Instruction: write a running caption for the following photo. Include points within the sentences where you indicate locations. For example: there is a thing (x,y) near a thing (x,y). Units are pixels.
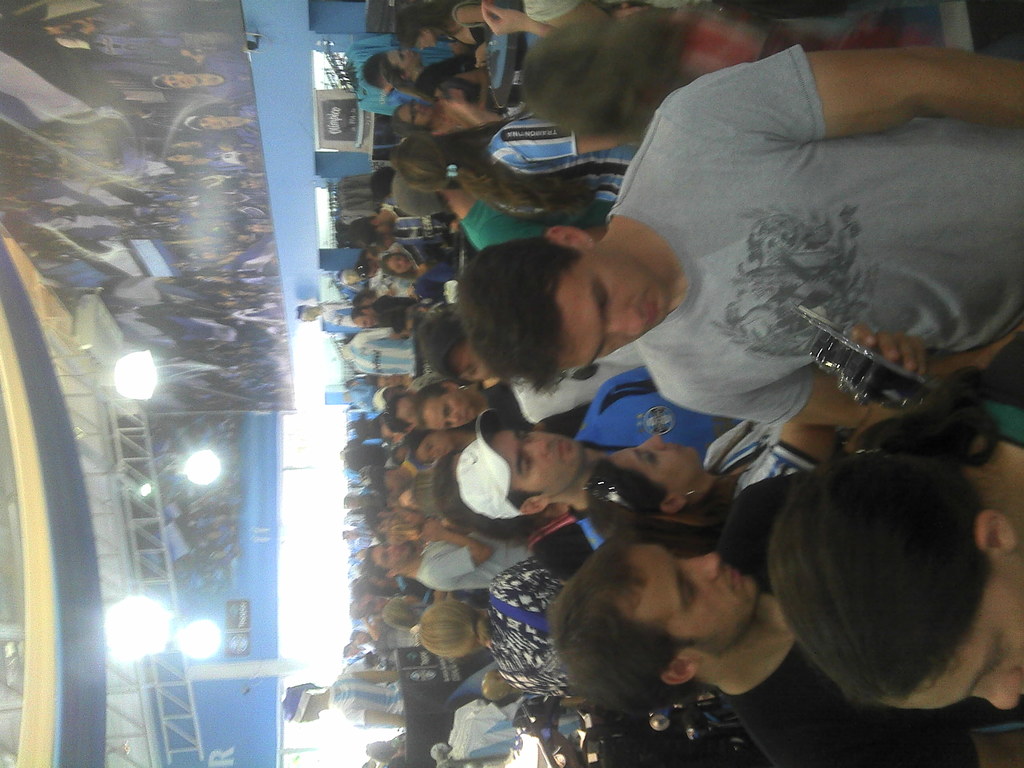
In this image, we can see a group of people (588,358) are standing. Here a person (735,375) is holding some object (820,360). On the left side (312,287), we can see pillars (315,27), banners (191,517), lights (128,642) and rods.
